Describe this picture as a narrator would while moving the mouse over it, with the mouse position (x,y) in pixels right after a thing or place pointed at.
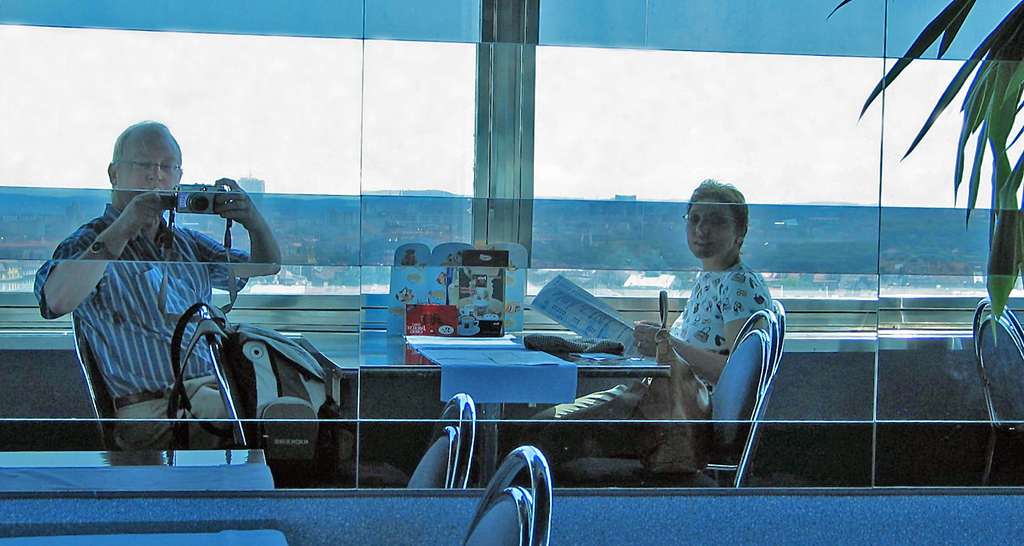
In this image there are two people (599,418). There is a glass (611,241). There are chairs (501,533) and tables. There is a camera (202,210). Behind the glass (191,216) I think there are trees (624,253) and houses (597,281).
